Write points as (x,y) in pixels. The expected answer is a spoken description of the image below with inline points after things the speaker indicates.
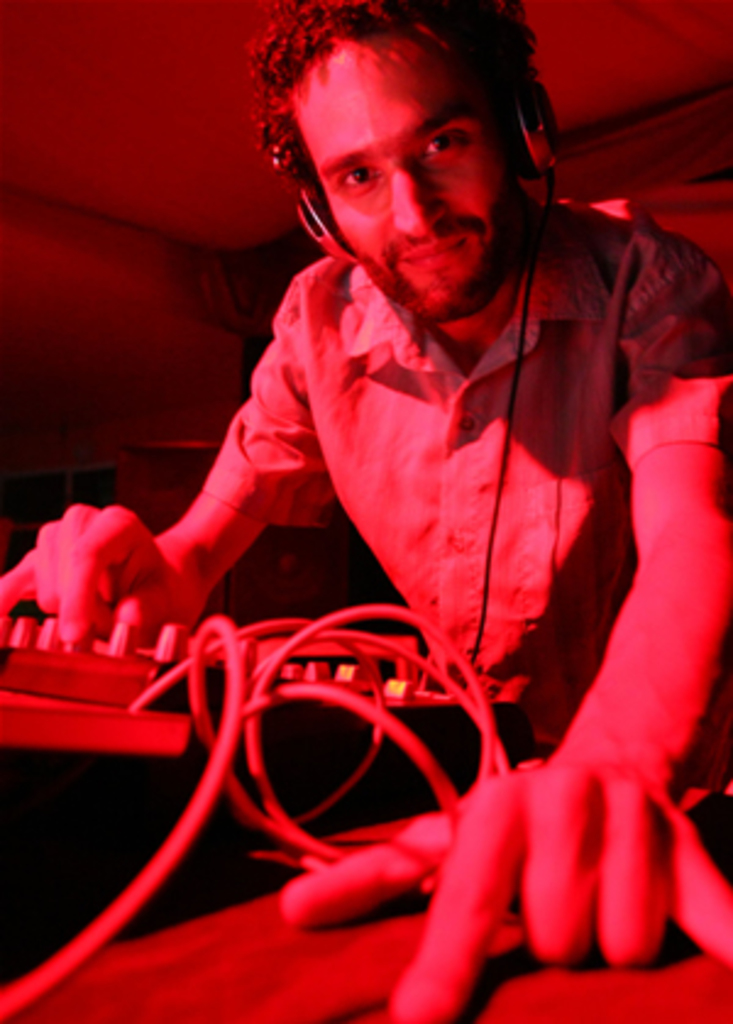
In this image we can see a person (386,426) wearing headphones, he is operating an electronic instrument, behind him there are some objects (333,578), also we can see the wall (121,338).
